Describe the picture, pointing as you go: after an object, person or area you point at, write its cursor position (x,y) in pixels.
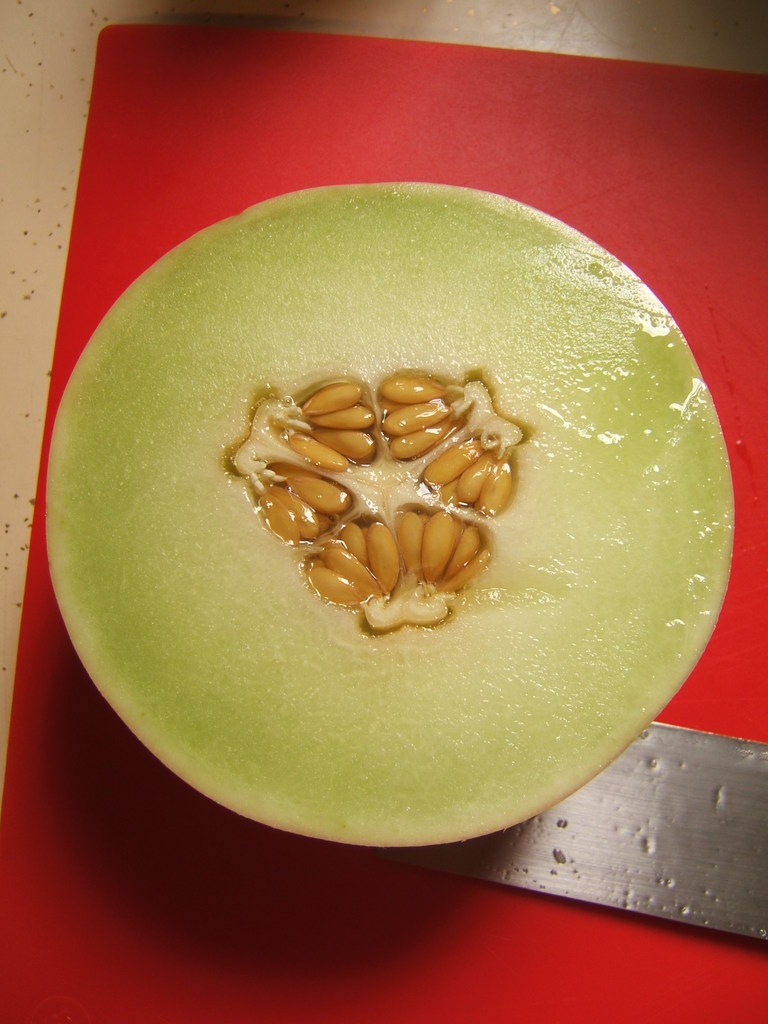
In this picture there is a food (291,410) on the board (694,295). At the bottom (446,861) there is a knife (704,898) and there is a chopping board (118,40).
